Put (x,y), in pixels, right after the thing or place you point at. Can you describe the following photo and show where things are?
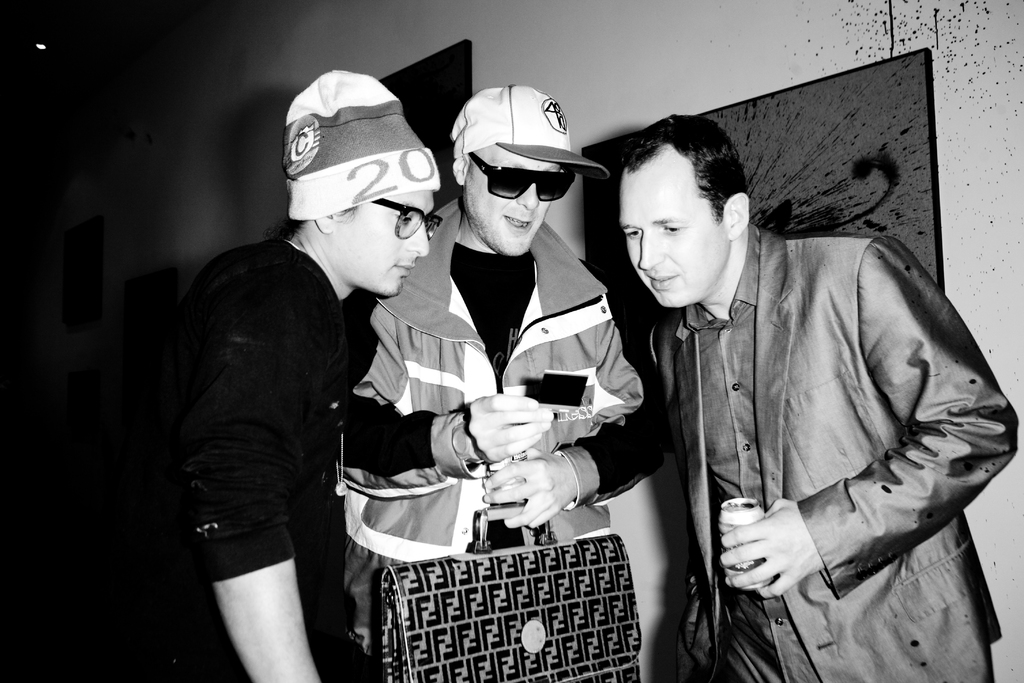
It is the black and white image in which there are three men (640,416) standing and looking the photograph (557,395). The man (512,409) in the middle (497,402) is holding the bag (493,588) and a photograph (551,397). In the background (595,56) there is a wall (650,76) to which there is a photo frame (812,105). The man (786,519) on the right side (796,503) is holding the tin (727,526).
